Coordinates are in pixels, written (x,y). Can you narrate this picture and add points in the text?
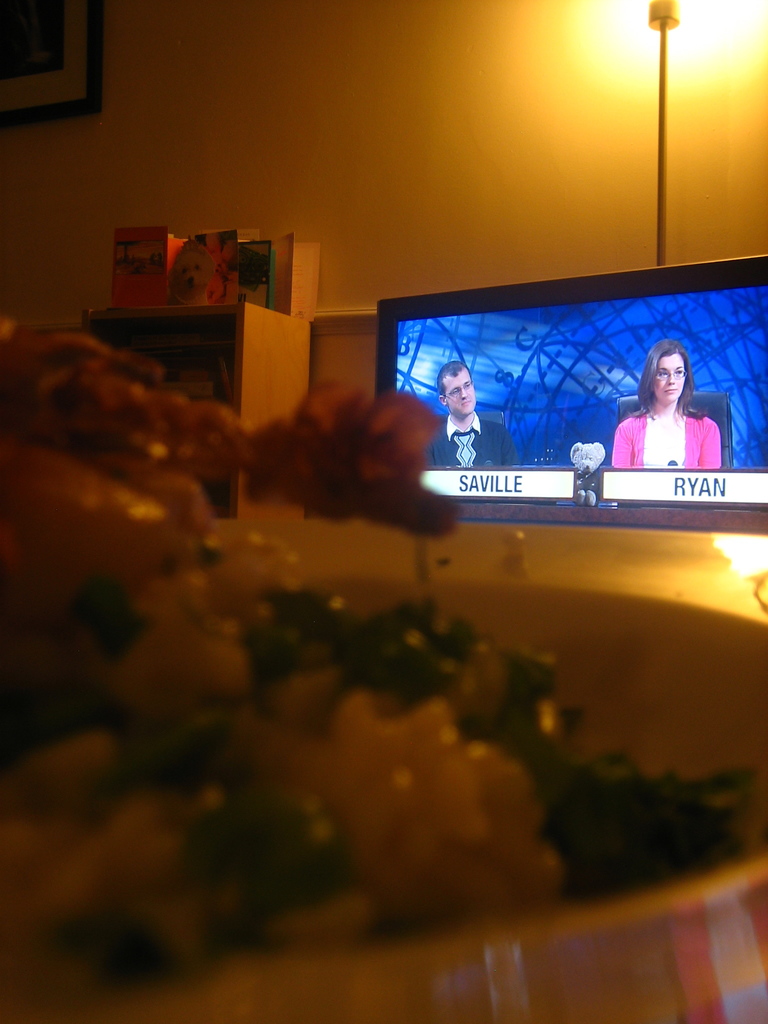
In this picture we can see food (409,638) in the plate (438,749), in the background (582,338) we can see a television (588,398), lights (666,6) and books (165,344) on the table (190,347), and also we can see a frame (83,85) on the wall (313,116).
